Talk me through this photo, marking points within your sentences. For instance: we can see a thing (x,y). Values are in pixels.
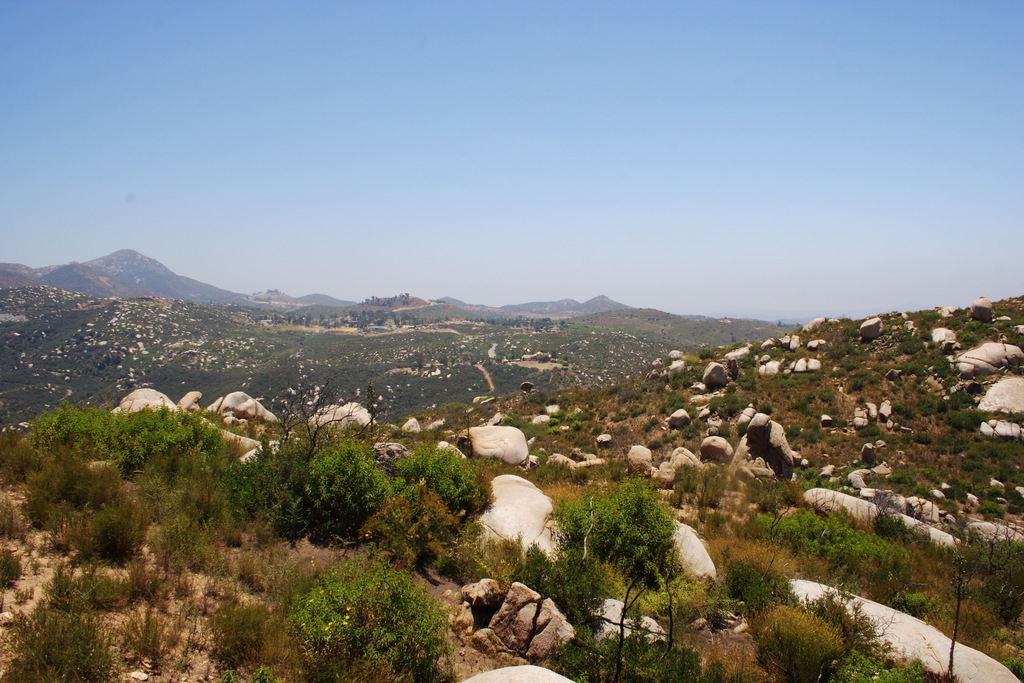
In this image there are rocks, trees (371,447), hills (489,329), and in the background (940,226) there is sky (283,124).
